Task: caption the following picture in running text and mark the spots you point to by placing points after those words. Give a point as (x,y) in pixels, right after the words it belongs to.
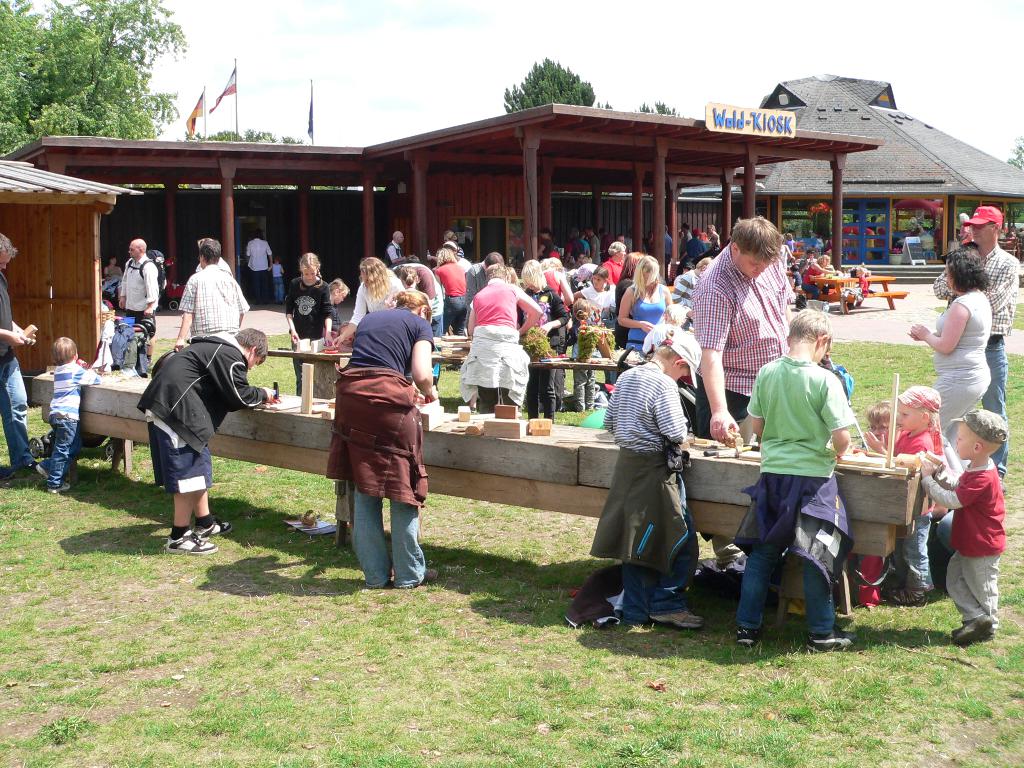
In the picture we can see the grass surface (249,474) on it, we can see a long bench (547,472) and some children (921,420) are standing near to it and working something on it and behind also we can see some people (402,283) are standing near the bench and working and some people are walking and some people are standing and in the background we can see a wooden shed (215,145) with pillars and behind it we can see some flags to the poles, trees (529,85) and sky (217,126).
